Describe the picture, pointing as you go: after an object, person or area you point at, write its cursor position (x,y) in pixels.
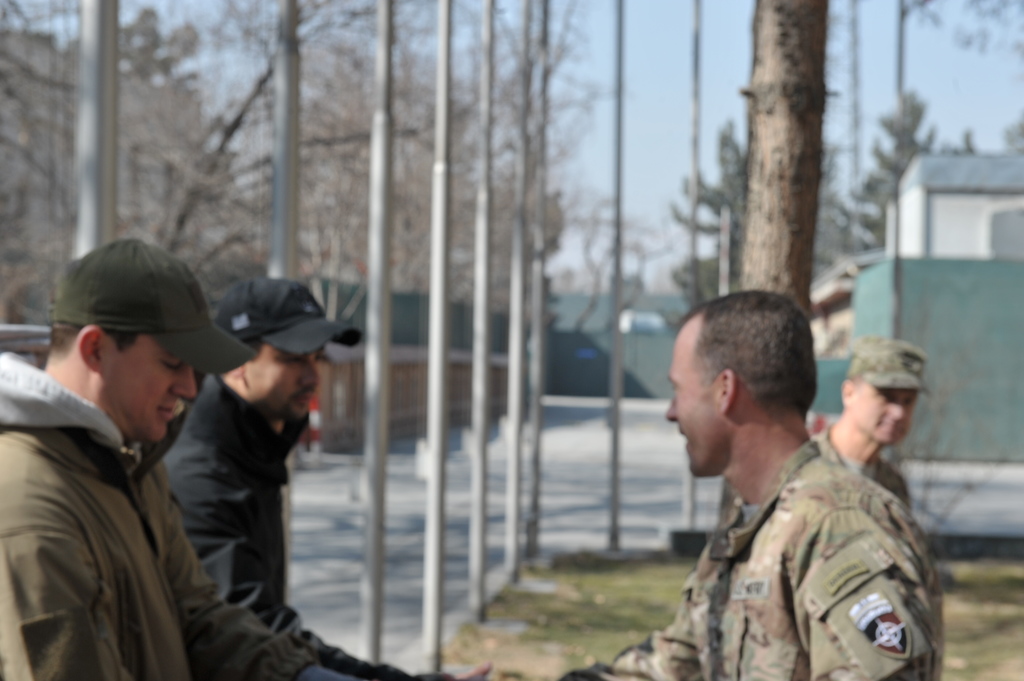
In this image, we can see few people (151,609). Few are wearing caps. Background (466,478) we can see few houses (943,244), trees (472,272), poles (533,244), roads (609,417) and sky (673,15).
